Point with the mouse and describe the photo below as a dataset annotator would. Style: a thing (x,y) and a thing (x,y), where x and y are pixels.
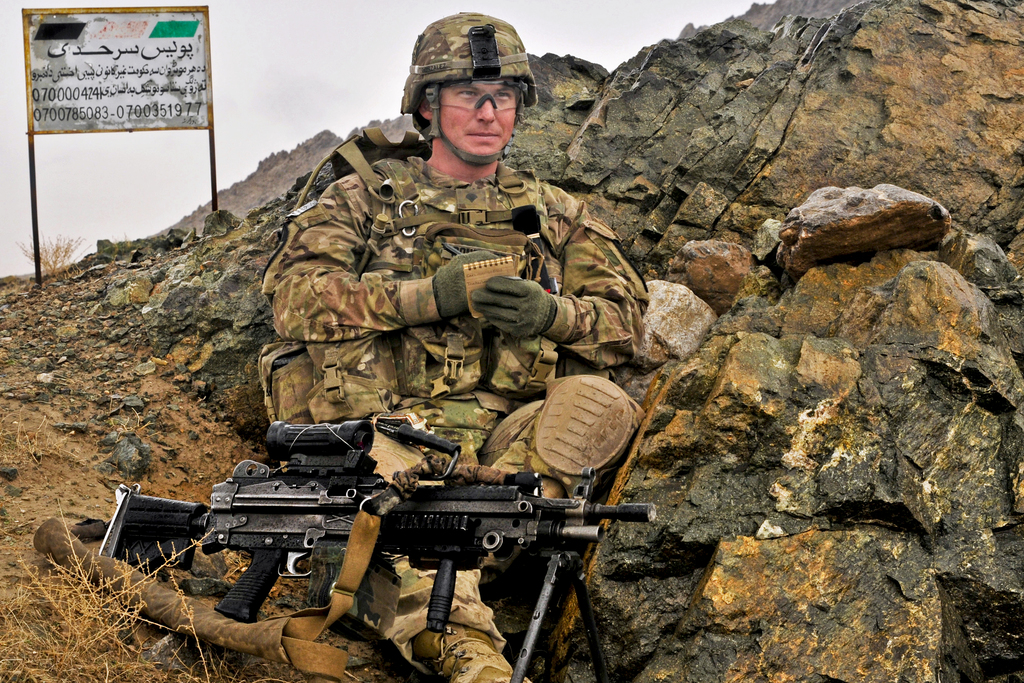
In this image I can see a person (360,253) wearing military uniform (335,344), I can also see a gun (405,541) which is in black color. Background (729,284) I can see the rock (713,288), a white color board (191,102) attached to the pole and the sky (294,68) is in white color.
